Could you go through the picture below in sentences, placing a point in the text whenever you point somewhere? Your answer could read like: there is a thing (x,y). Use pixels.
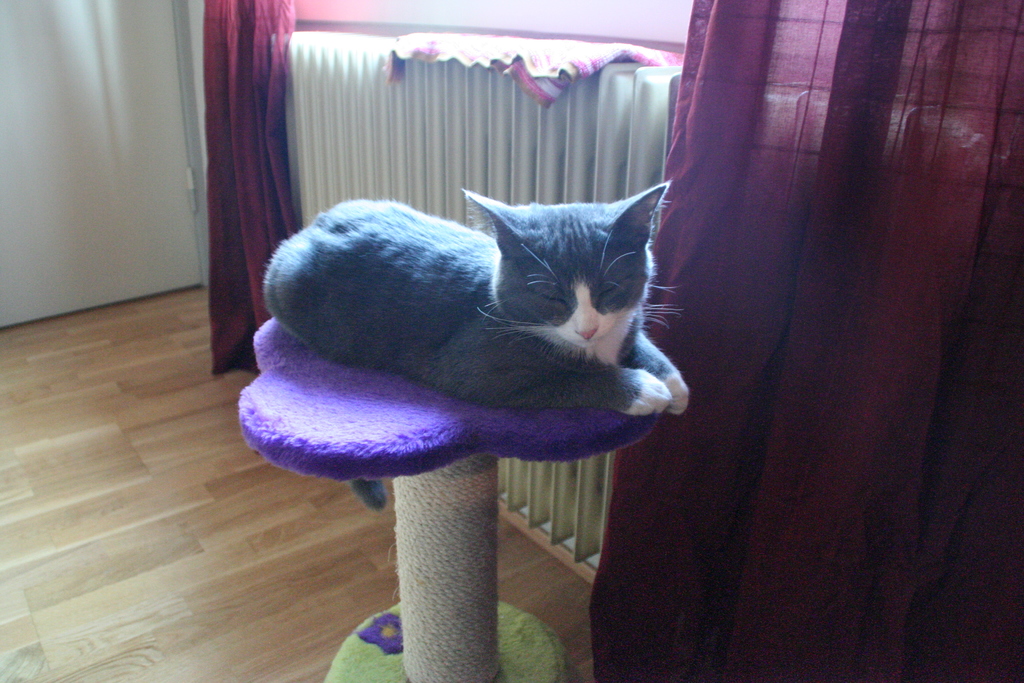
In the center of the image (495,300) we can see a gray and white color cat (409,320) on the scratching post (430,439). In the background (849,220) we can see the curtain (771,206), door (103,120) and also a mat (542,52). At the bottom (144,559) there is floor (209,530).
